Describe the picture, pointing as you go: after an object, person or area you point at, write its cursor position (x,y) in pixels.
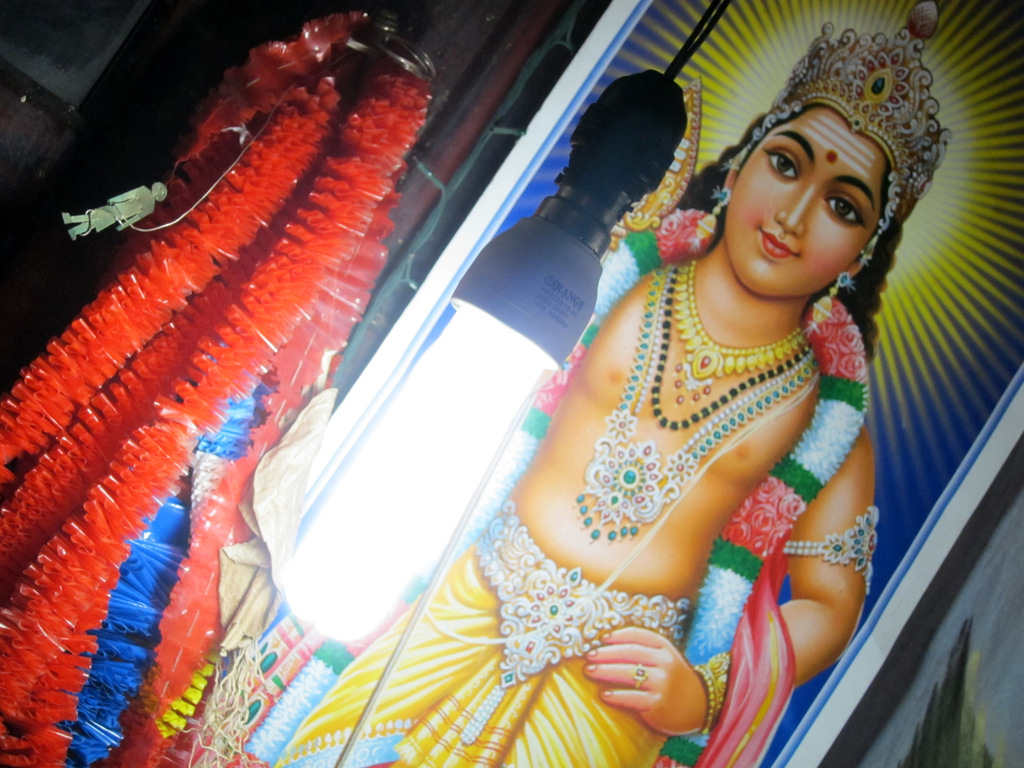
In the foreground of this image (445,505), there is a light (426,394). On the left (181,288), there are artificial garlands (124,384). On the right (791,266), there is a frame (889,527) of an idol (809,575).
